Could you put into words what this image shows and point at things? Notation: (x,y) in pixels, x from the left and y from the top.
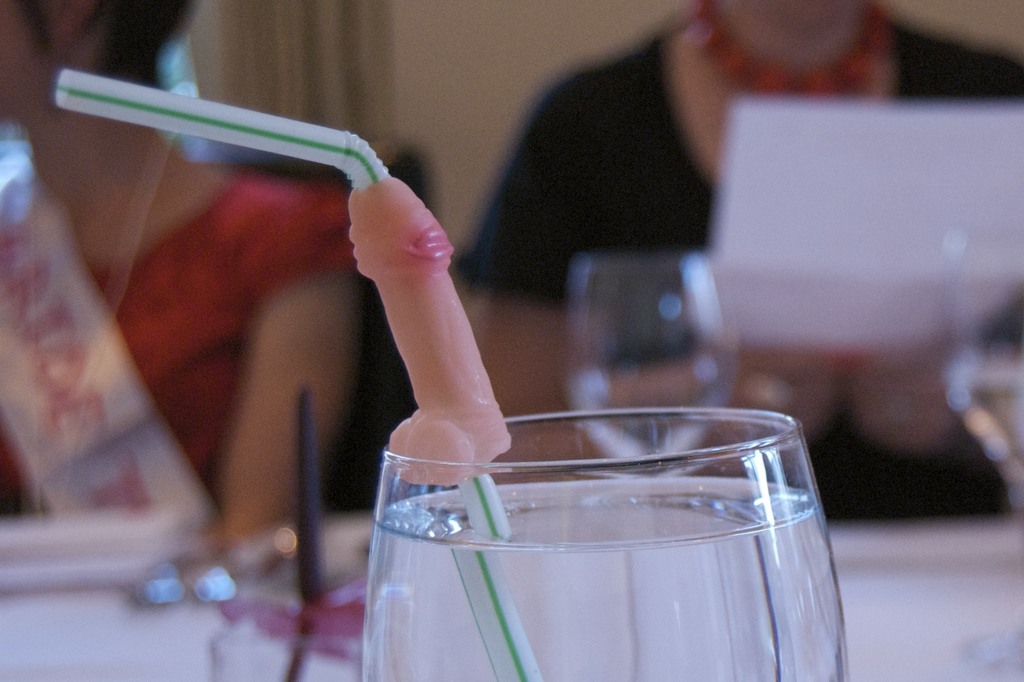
In this image there is a glass (534,503) having a straw (501,592). The glass (520,588) is filled with the drink (606,588). Behind there is a table (184,621) having glasses (613,376) and few objects (320,637). Right side (709,100) there is a person (815,95) holding a paper (862,313). Left side (97,313) there is a woman (333,329). Background (479,178) there is a wall (469,137).
